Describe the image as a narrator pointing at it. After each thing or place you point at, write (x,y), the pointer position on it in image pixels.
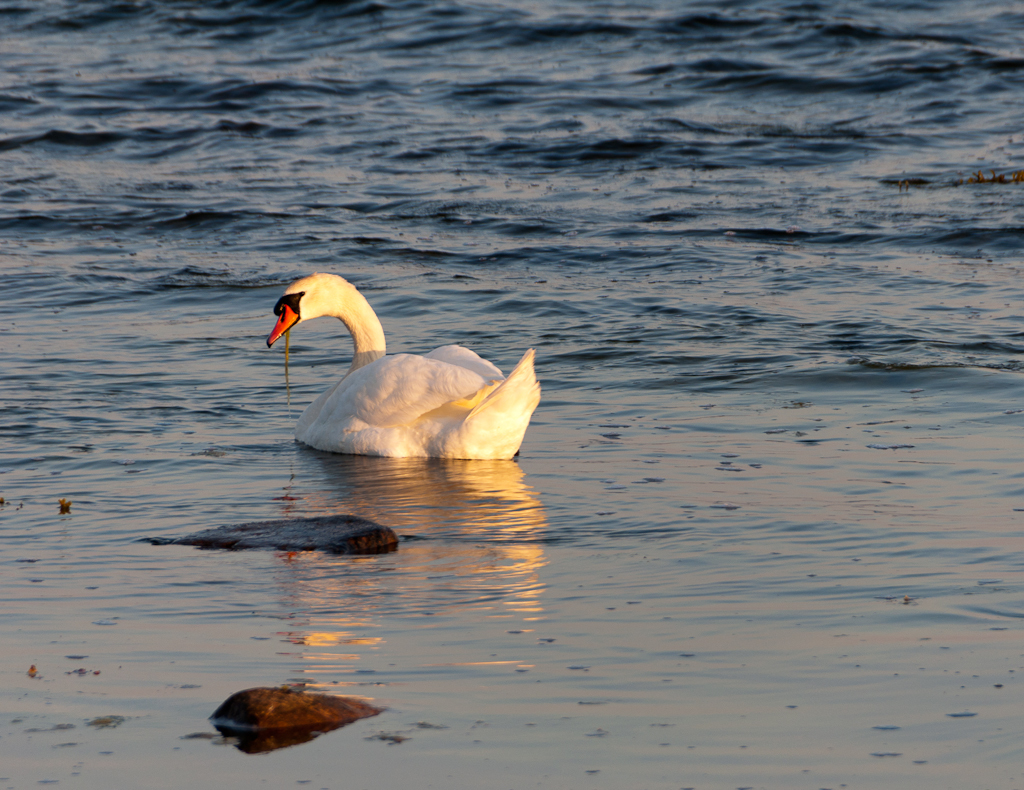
In the center of the image (432,361) there is swan (396,388). There is water (65,483). There are stones (302,707).
